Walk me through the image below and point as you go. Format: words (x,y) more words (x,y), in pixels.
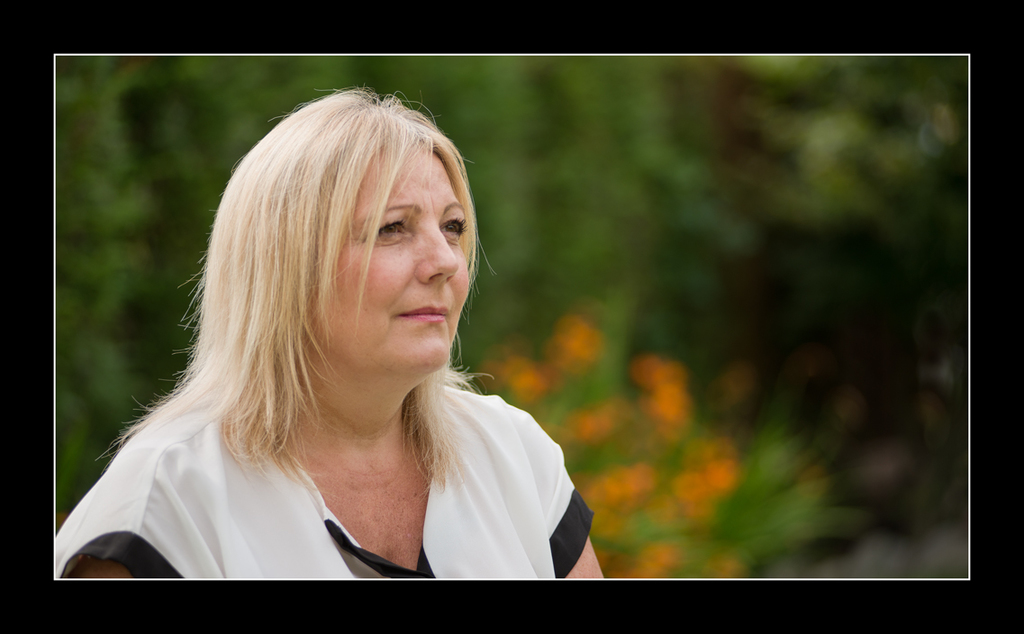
There is a woman (305,333). In the background (504,167) it is green and blurred. This image is having a border (158,619) with black color.
